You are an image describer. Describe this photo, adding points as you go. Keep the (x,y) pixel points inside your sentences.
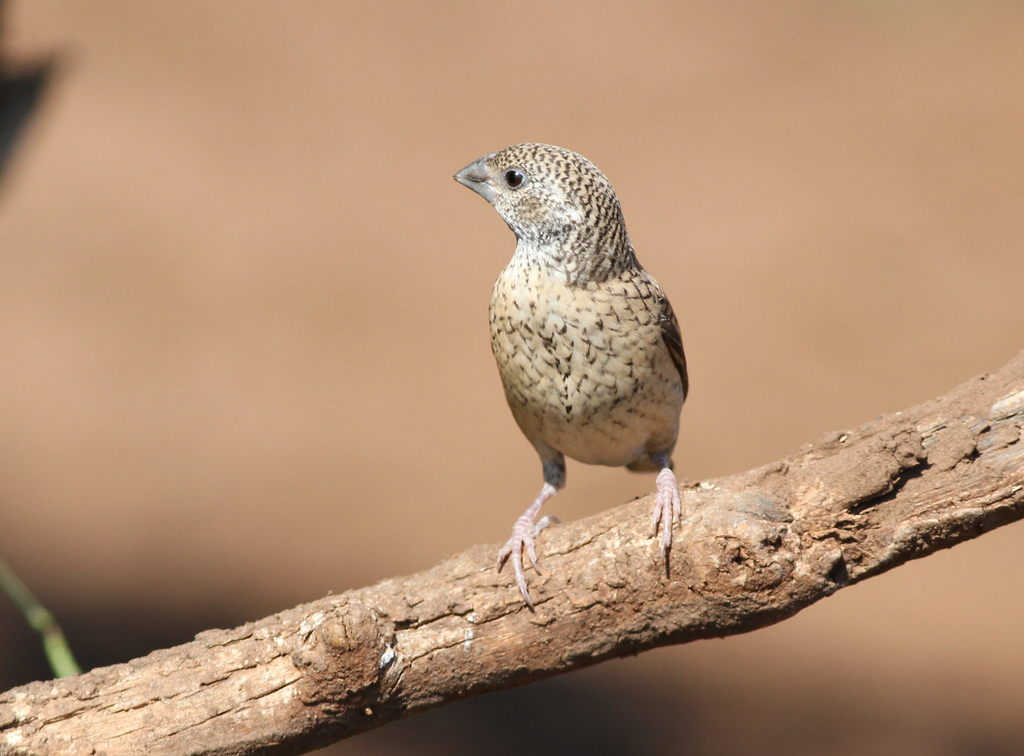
Here, at the middle (653,354) we can see a finch (669,385) sitting on a stick (451,577).
